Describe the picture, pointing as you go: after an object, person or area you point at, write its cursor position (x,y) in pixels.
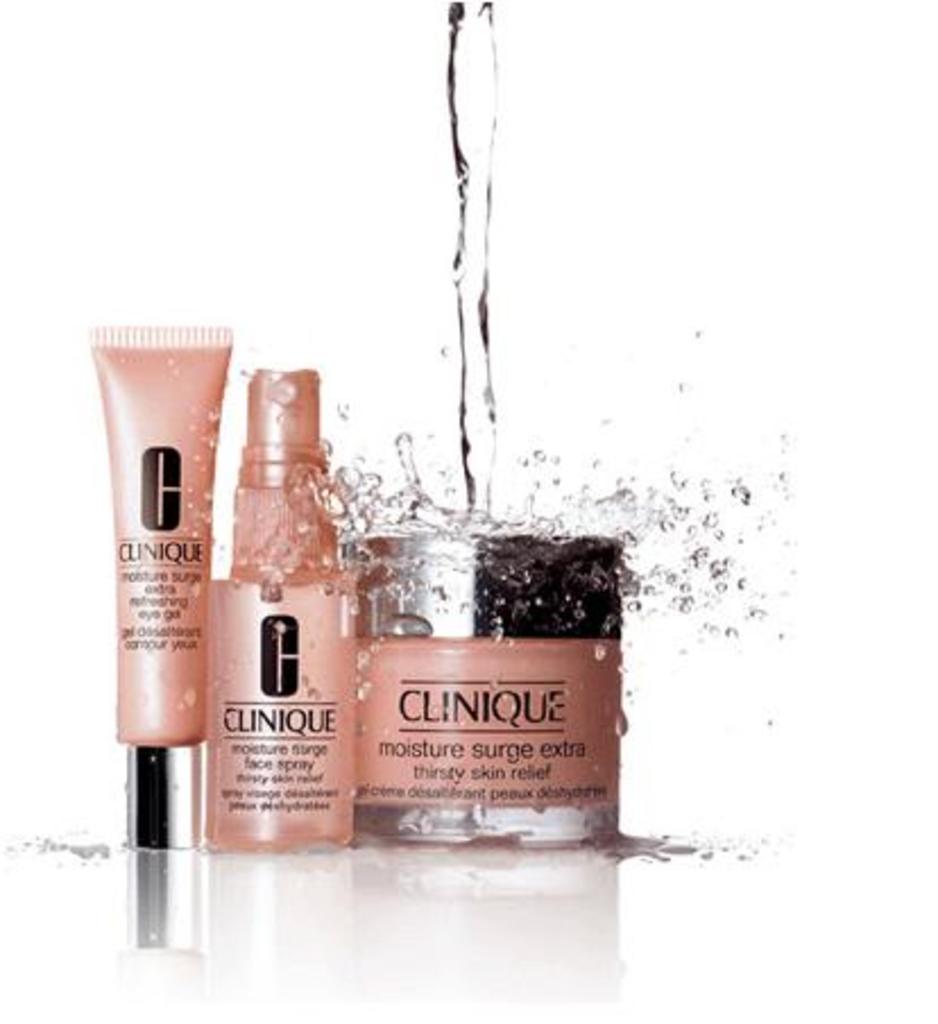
As we can see in the image, there are cosmetic items (377,704) and water (457,36) is poured on these items (393,686).
